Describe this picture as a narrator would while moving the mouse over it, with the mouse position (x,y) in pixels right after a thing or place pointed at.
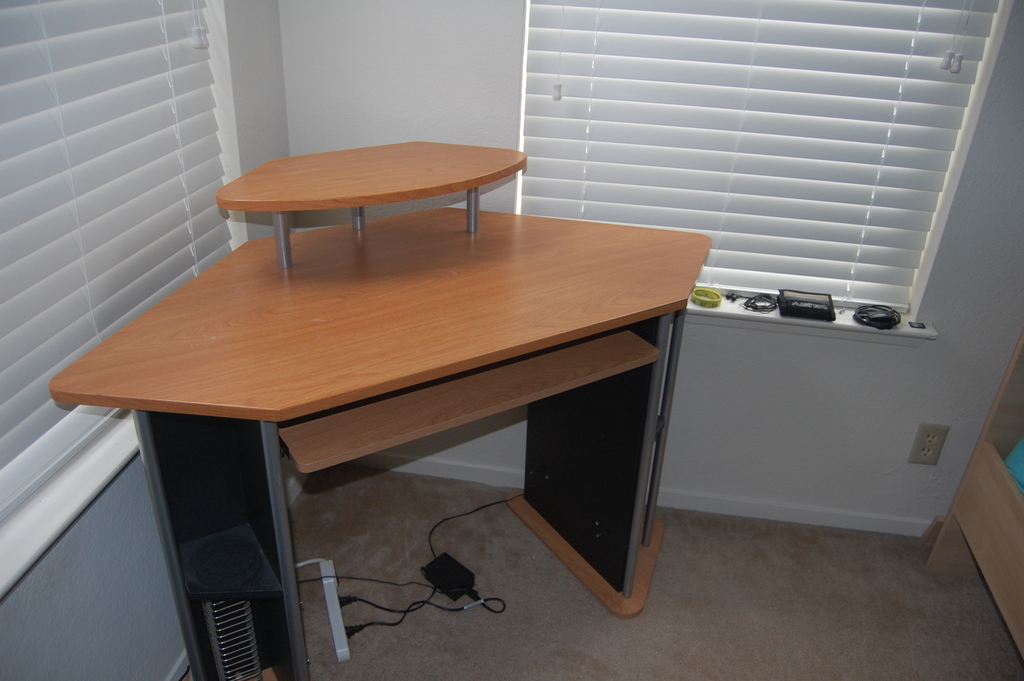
In the image there is a desktop table (442,333) on the corner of the room (676,569) with windows (609,141) on either side of the wall (253,225) with curtains (162,167) over it, there is switch board (338,636) on the floor (426,616), there are some accessories (810,302) in front of the window (739,314).
